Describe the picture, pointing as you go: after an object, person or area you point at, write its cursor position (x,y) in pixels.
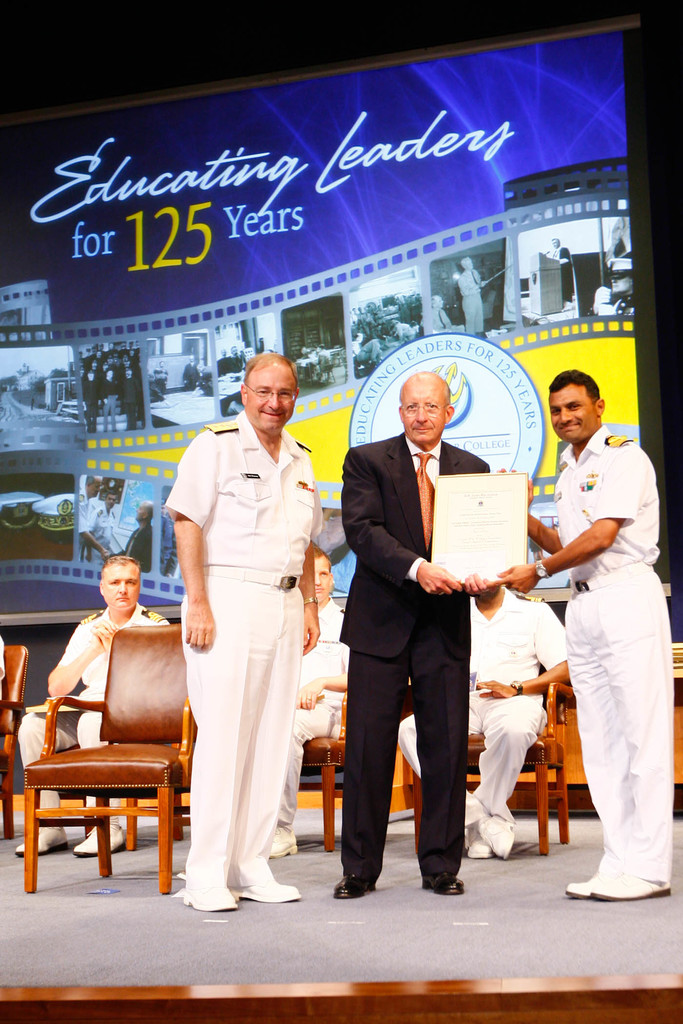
In this picture, we see three men (372,500) standing. Men (353,705) in black blazer (382,521) is giving certificate (490,482) to the man (564,568) in uniform (632,573) beside him. Behind them, we see three men (497,669) sitting on chair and behind them, we see a board (408,178) on which some text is written on it.
